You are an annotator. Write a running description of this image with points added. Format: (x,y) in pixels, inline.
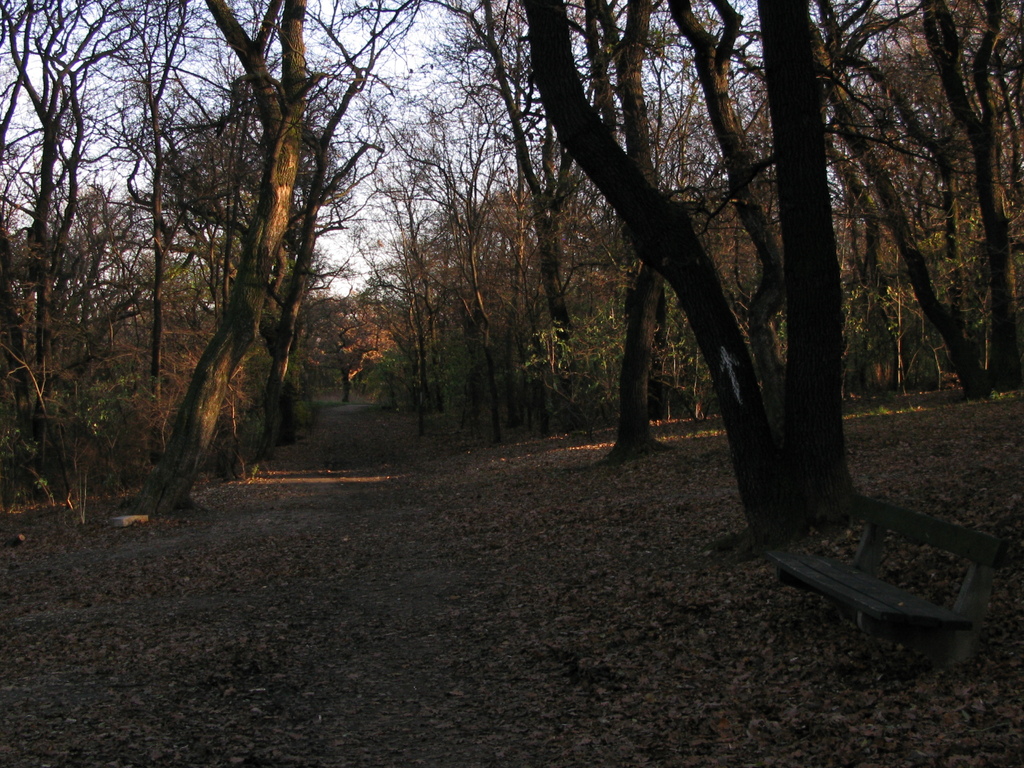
In the image there are many trees (398,369). On the ground (449,624) there are dried leaves (579,581).
